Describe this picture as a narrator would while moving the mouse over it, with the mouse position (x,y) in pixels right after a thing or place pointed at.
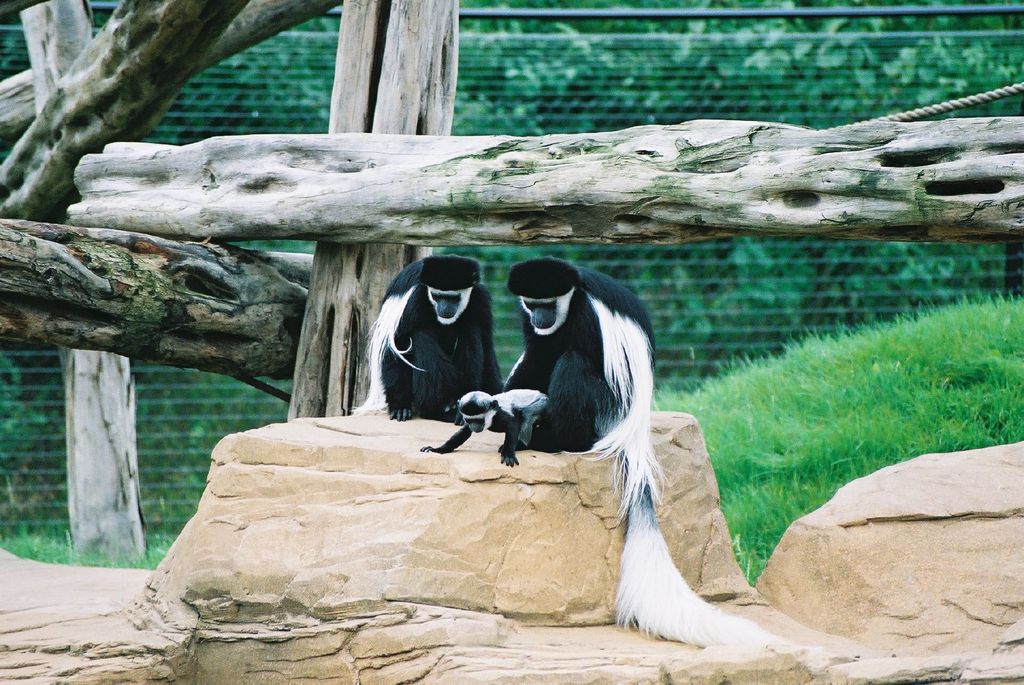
In this image we can see black and white monkeys (475,351) on a stone (382,482). In the back (161,186) there are tree trunks (264,170). On the ground (801,455) there is grass (821,472). Also there is a fence (140,370).
